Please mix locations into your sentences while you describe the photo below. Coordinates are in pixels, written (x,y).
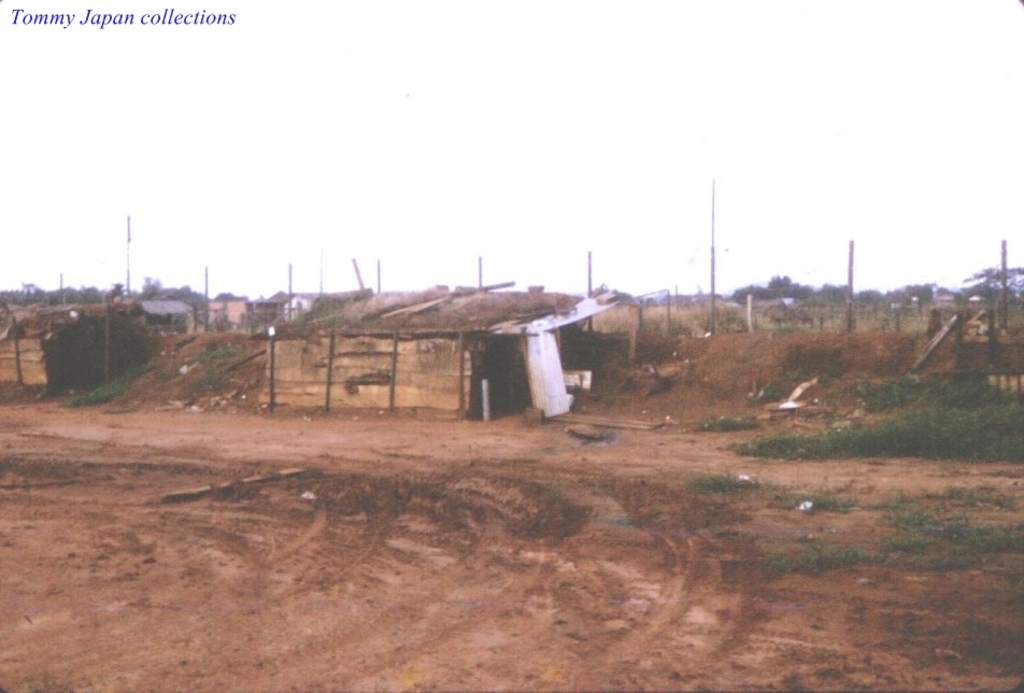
In this image we can see sheds (438,326), poles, fence (730,306), ground (760,432), grass (871,441), trees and sky (423,175).
